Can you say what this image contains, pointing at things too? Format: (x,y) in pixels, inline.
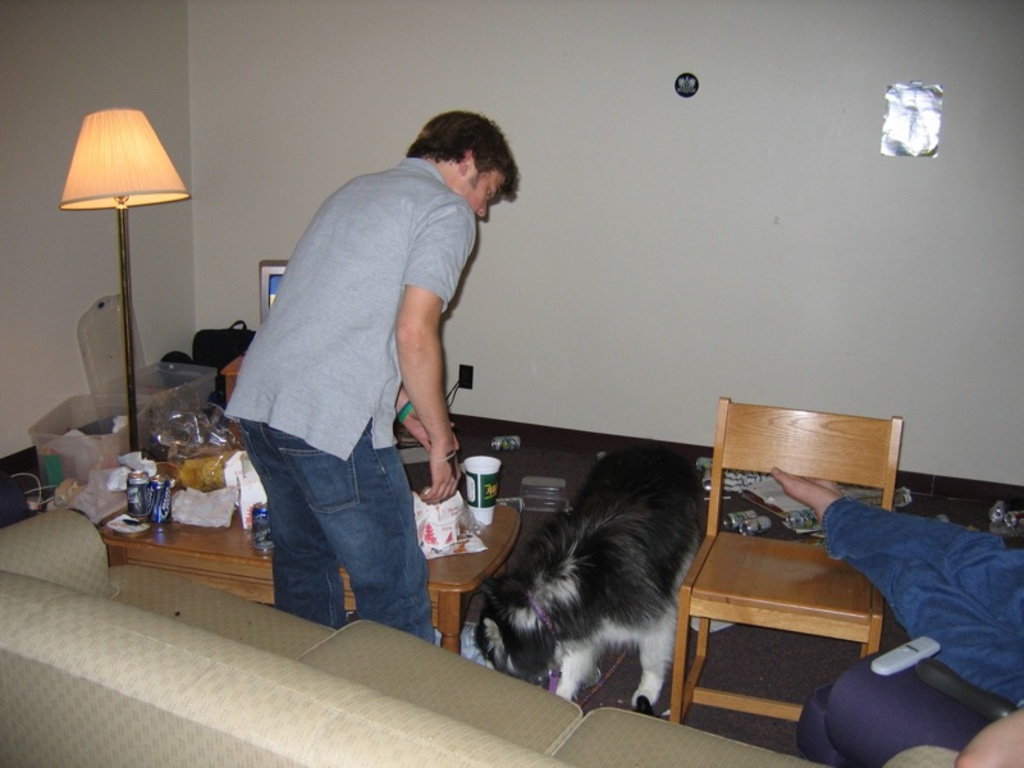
In this image i can see a person (347,368) standing wearing ash color shirt (378,352) and jeans (378,502), a dog (574,573) is standing on the floor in black and white color at right (788,554) there is a chair (813,578) at left (252,469) there are few covers (190,494), a lamp (117,160), a bag (223,353), a frame (267,283) on the table (188,551). At the background (741,219) i can see a wall (705,242) at front (276,723) there is a couch (338,702) in cream color.
